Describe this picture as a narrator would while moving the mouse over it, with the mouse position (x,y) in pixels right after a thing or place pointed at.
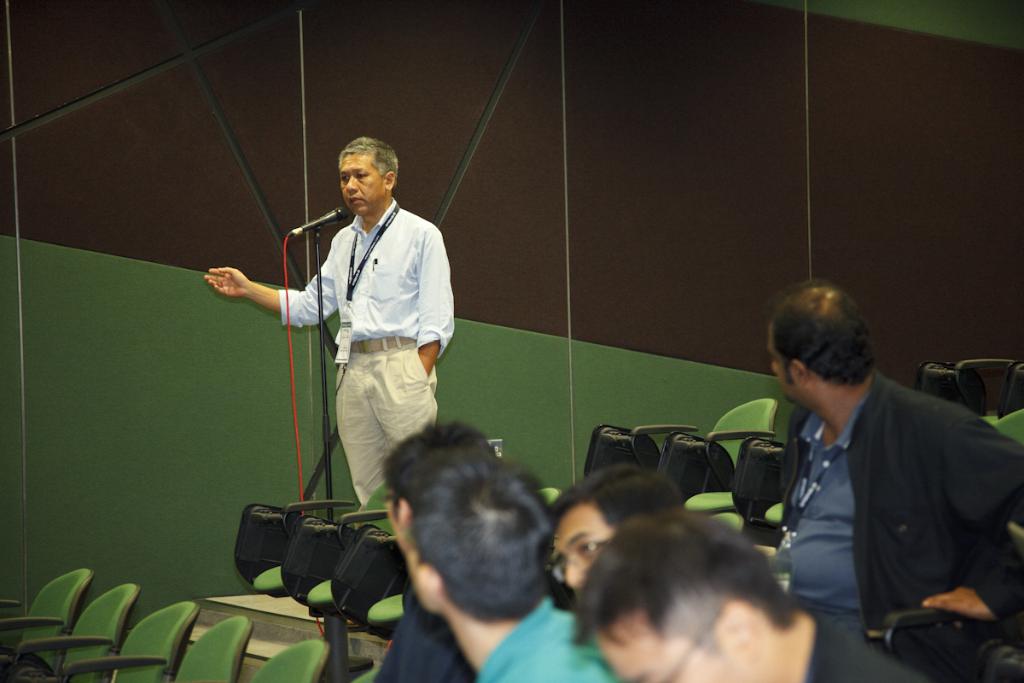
In this image I can see a person (384,260) standing, in front of him there is a mike (310,225). And there are chairs (392,597) and few people (852,576) sitting on the chairs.
